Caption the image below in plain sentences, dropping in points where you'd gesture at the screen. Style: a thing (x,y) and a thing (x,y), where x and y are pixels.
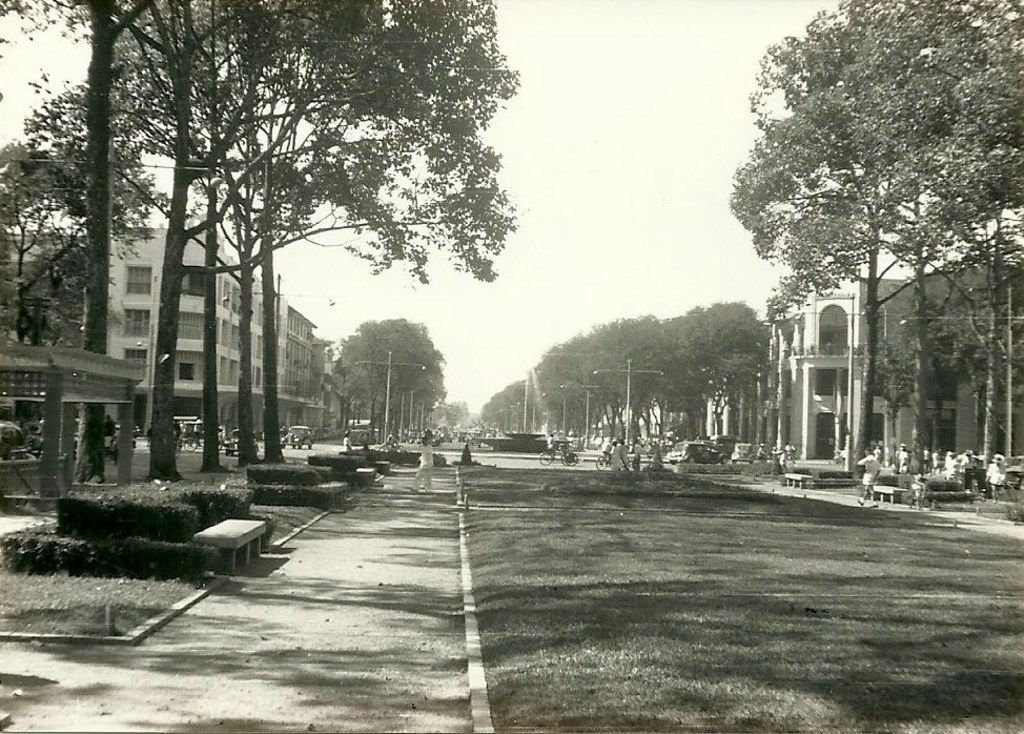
In the foreground of this black and white image, there is a lawn (618,659), path (326,637) and few trees (918,417) on either side. In the background (928,464), there are few people (635,459), a fountain (532,436), poles (631,361), trees (673,373), buildings (815,355) and the sky (535,225).
